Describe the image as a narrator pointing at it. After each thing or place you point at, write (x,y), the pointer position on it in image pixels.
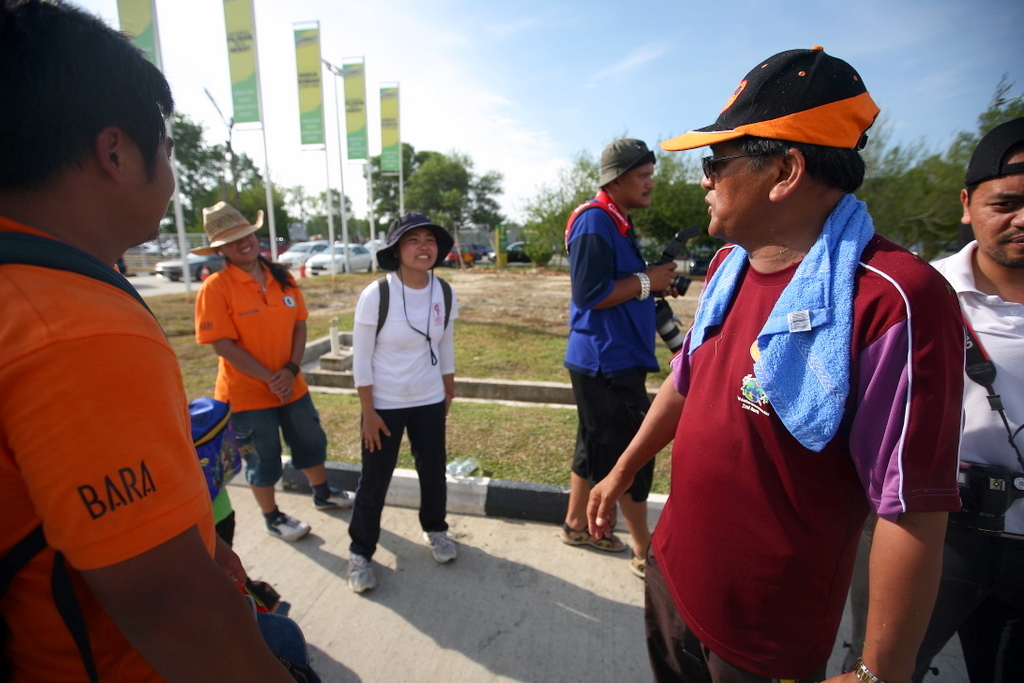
In this image I can see there are few persons (262,330) standing on the road (468,628) and at the top (487,104) I can see the sky (538,104) and in the middle (349,266) I can see hoarding boards (308,135), vehicles (352,254).
